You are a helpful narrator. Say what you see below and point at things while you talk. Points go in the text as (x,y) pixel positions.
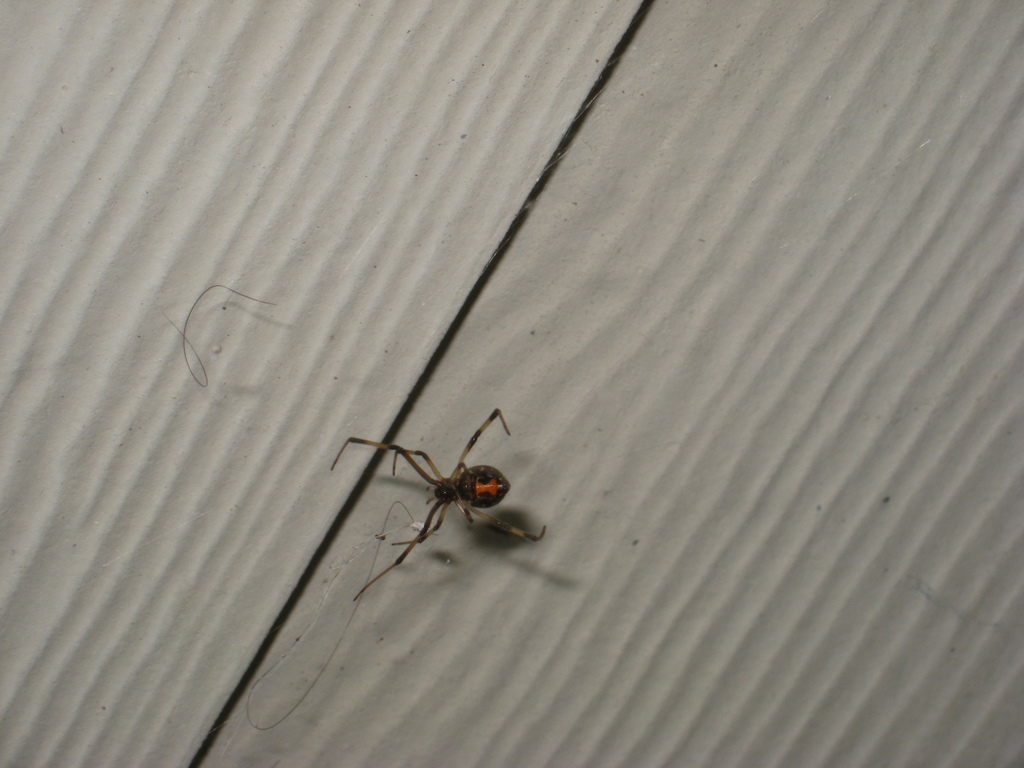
In this picture there is an insect (460,497) which is in black, cream and orange color. At the bottom (305,535) it looks like a wall (928,459).
